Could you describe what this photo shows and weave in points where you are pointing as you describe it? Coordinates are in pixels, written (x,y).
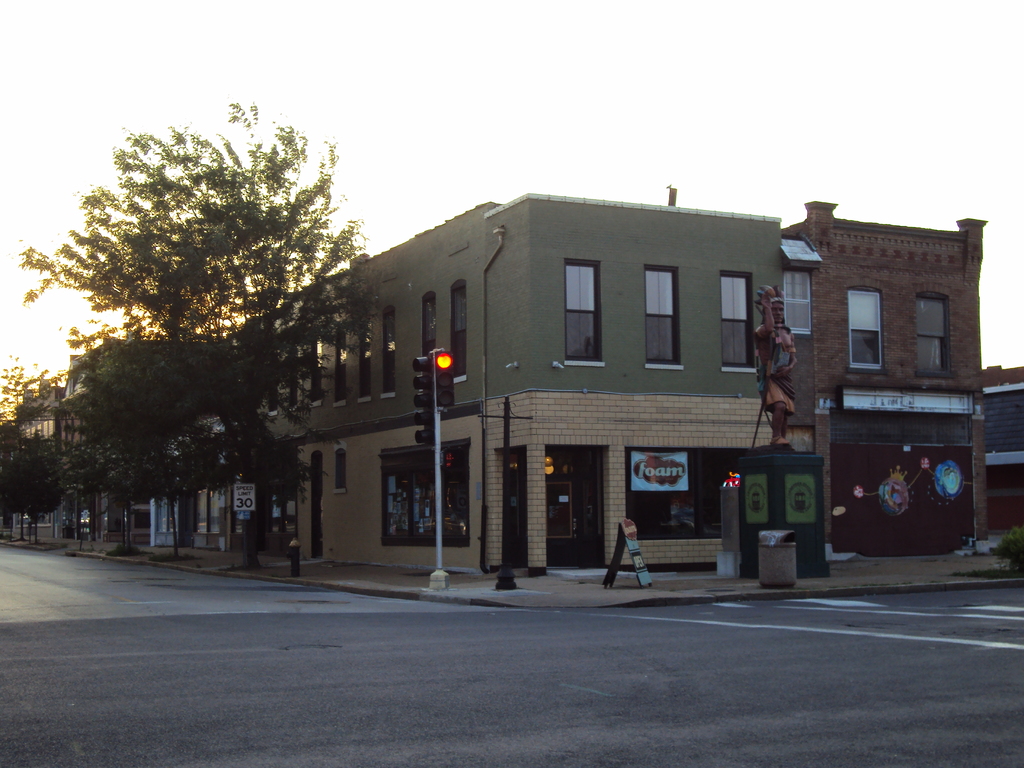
In the background of the image (497,376) there is a building (388,296). There is a street light (433,351). There are trees (19,491). At the bottom of the image (227,646) there is road (636,633).
